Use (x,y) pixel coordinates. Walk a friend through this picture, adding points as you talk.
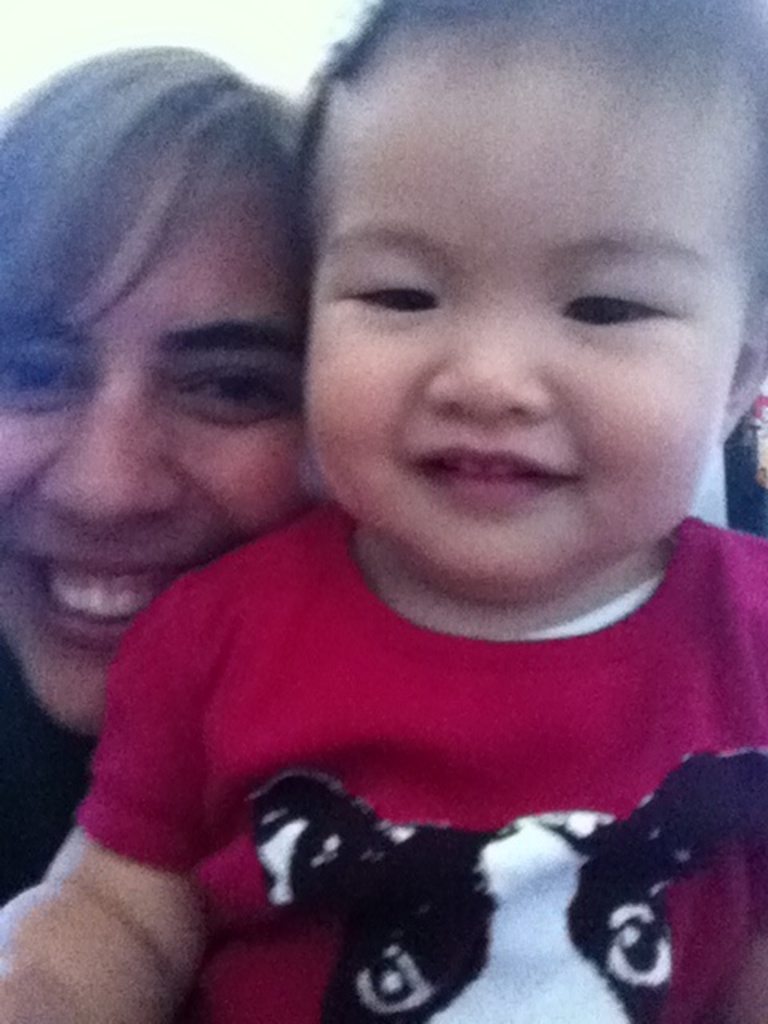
In this image we can see a woman (145,486) and a child (560,624) are smiling.
